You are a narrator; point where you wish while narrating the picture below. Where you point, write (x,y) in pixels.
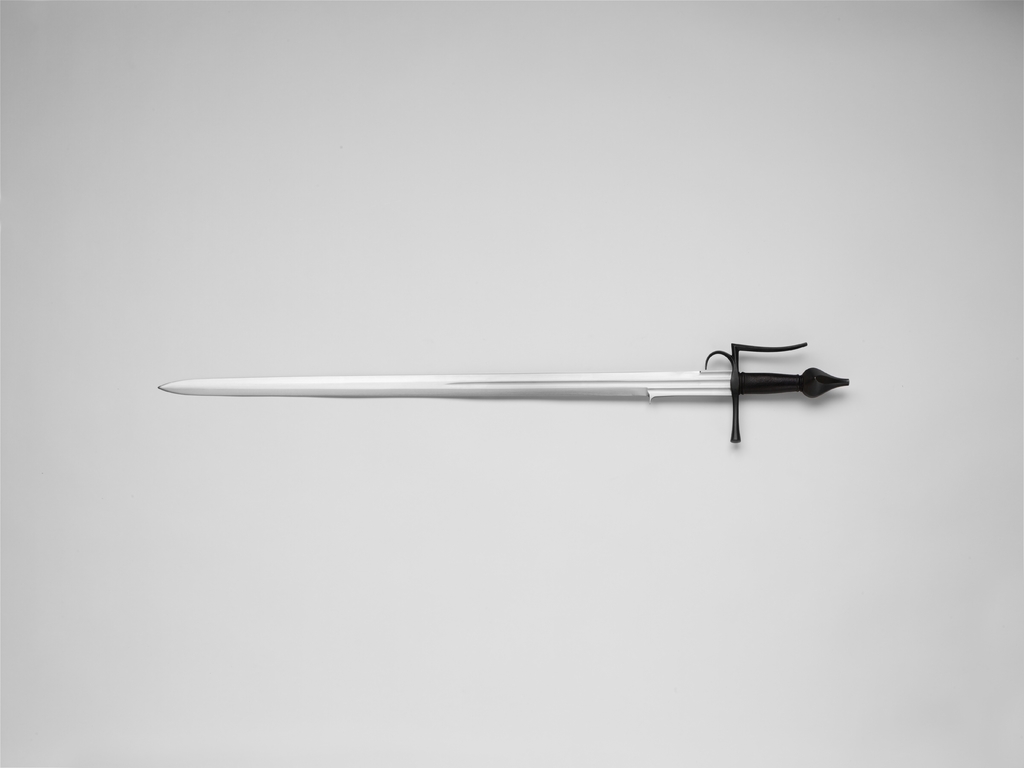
In this image there is a sword (309,385) in the middle (648,395), and there is a white color background (433,624).
